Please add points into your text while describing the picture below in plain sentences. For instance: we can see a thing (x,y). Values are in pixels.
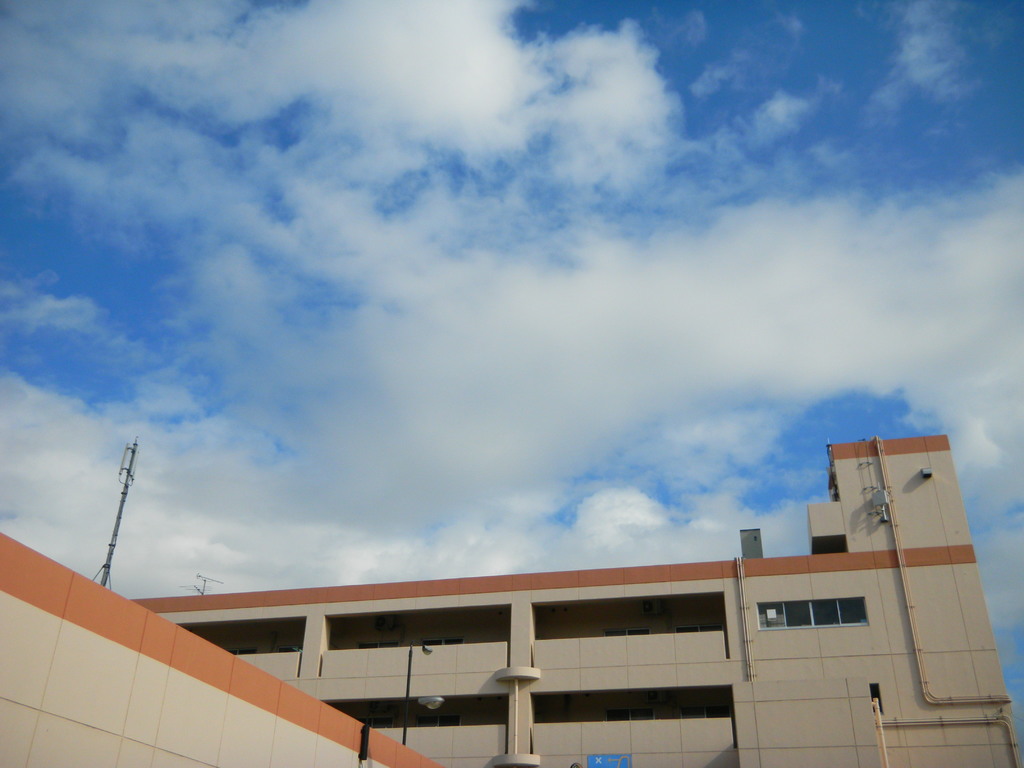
In this image at the bottom (280,656) there are buildings (401,616), poles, wires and pipes (888,484). And at the top of the image (485,163) there is sky (329,284).
